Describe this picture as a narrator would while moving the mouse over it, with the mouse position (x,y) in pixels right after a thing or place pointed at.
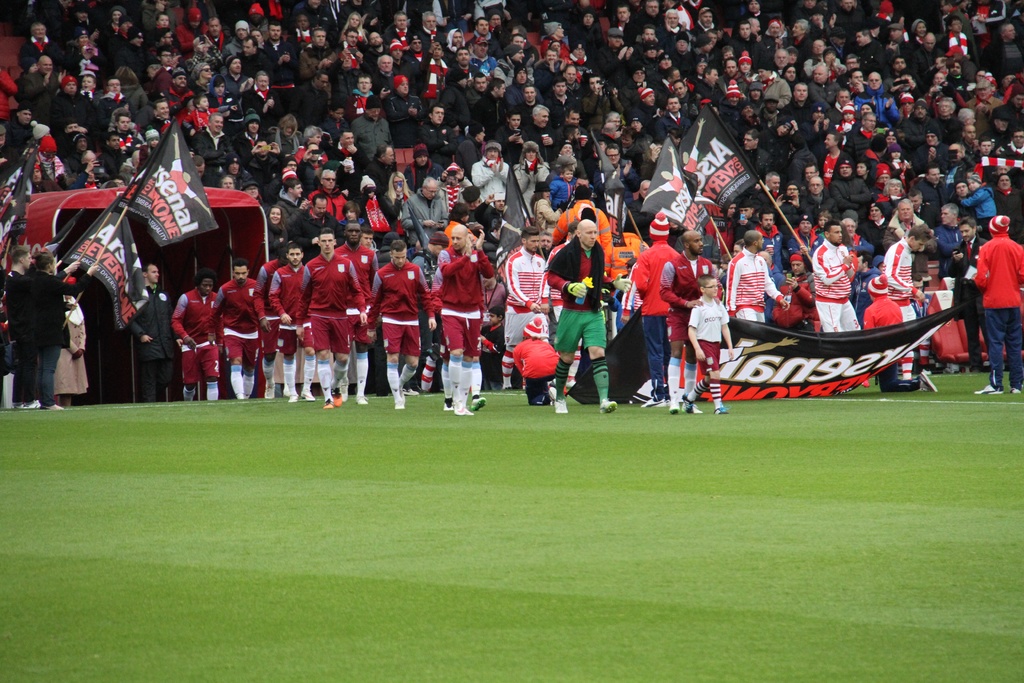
At the bottom (462,499) we can see grass (503,404) on the ground (503,404) and there are two teams players (289,392) walking on the ground (498,560) and beside them there are few persons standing and holding flags (624,220) in their hands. In the background (954,5) there are audience (132,104).
